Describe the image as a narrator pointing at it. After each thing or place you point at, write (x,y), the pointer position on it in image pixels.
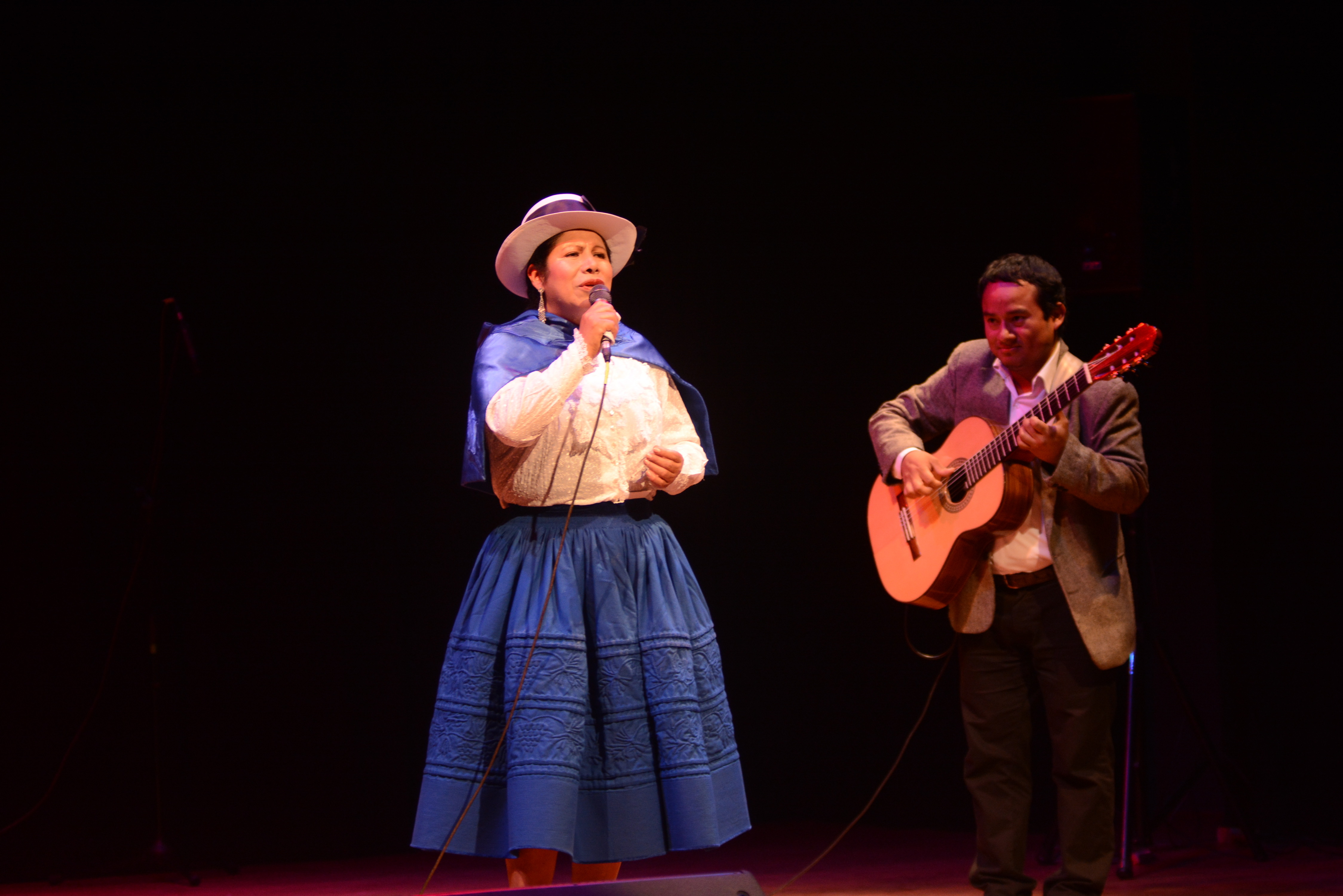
in the center (620,363) we can see woman (650,414) holding microphone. And on the right (1020,403) we can see one man (1051,547) holding guitar (999,493).
